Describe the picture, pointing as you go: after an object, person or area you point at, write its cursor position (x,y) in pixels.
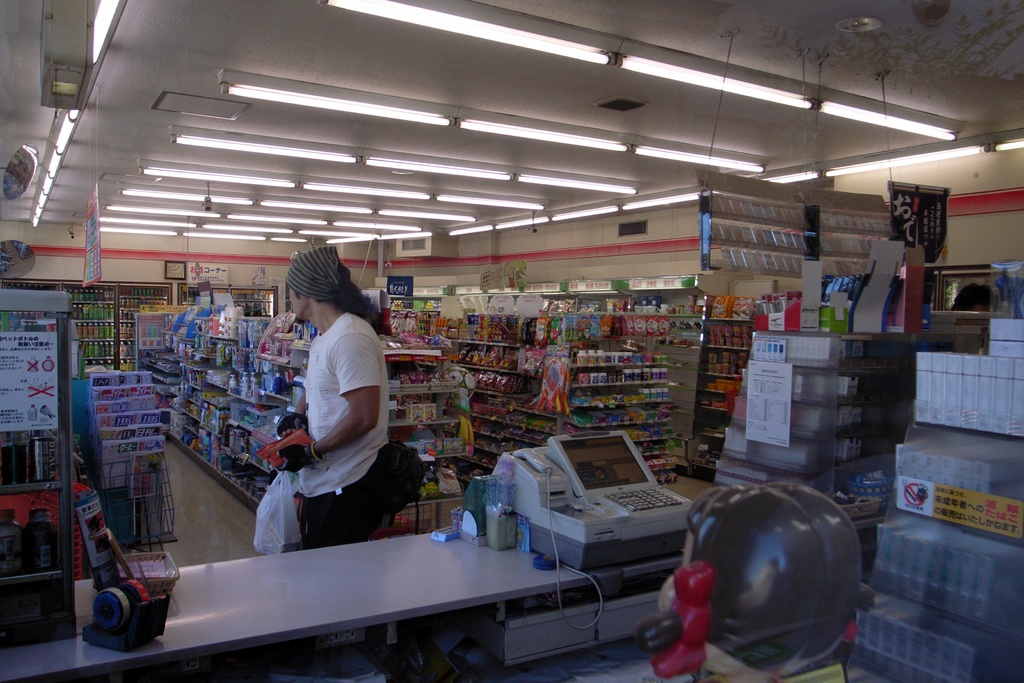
In this image in the front (769,613) there is a statue (768,587). In the center (357,428) there is a table (410,587), on the table (299,566) there is a machine (577,496) and there are objects (482,523) and there is a person (340,438) standing and holding objects (295,451) in hand (284,457). In the background (264,350) there are shelves (624,342) and in the shelves (664,349) there are objects (173,344) and there is a board (31,362) with some text (32,349) written on it, there are bottles (87,300) in the refrigerator (101,306) and on the top (303,199) there are lights (432,161).
